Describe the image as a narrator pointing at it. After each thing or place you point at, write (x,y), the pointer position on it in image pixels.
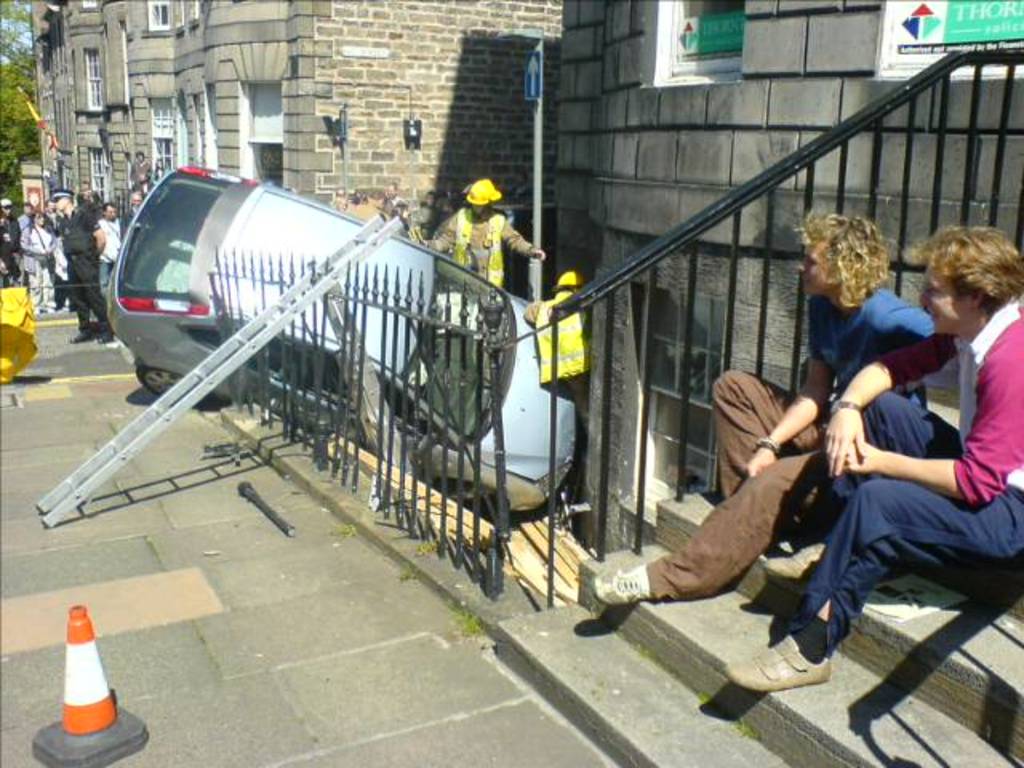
On the right (1000,388) there is a man (1002,353) who is sitting on the stairs (992,736). Beside him we can see another man (805,407) who is wearing blue t-shirt (860,333) and shoe (624,597). Here we can see two rescue persons (568,343) who are standing near to the car (522,318). Here we can see ladder (310,285) on the fencing (317,315). On the left (63,195) we can see police man (75,217) who is wearing black dress (80,252). Here we can see group of person (58,210) standing near to the building (124,161). On the top left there is a flag (43,124). Here we can see many trees (25,80). Here it's a sky (25,38). On the bottom left corner (68,650) there is a traffic cone (73,623). On the top right corner (911,11) there is a board (916,24). Here we can see sign board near to the brick wall (475,96).
